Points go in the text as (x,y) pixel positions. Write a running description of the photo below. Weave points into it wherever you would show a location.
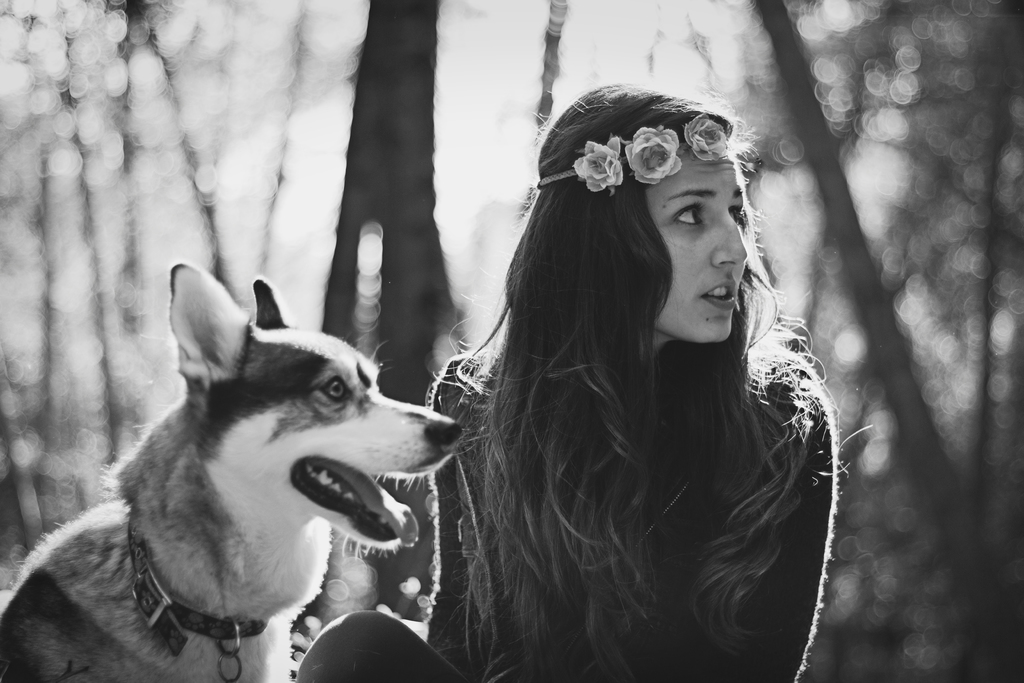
In this picture we can see a woman (560,483), dog (211,544) and in the background (316,615) we can see trees (775,204) it is blurry.
